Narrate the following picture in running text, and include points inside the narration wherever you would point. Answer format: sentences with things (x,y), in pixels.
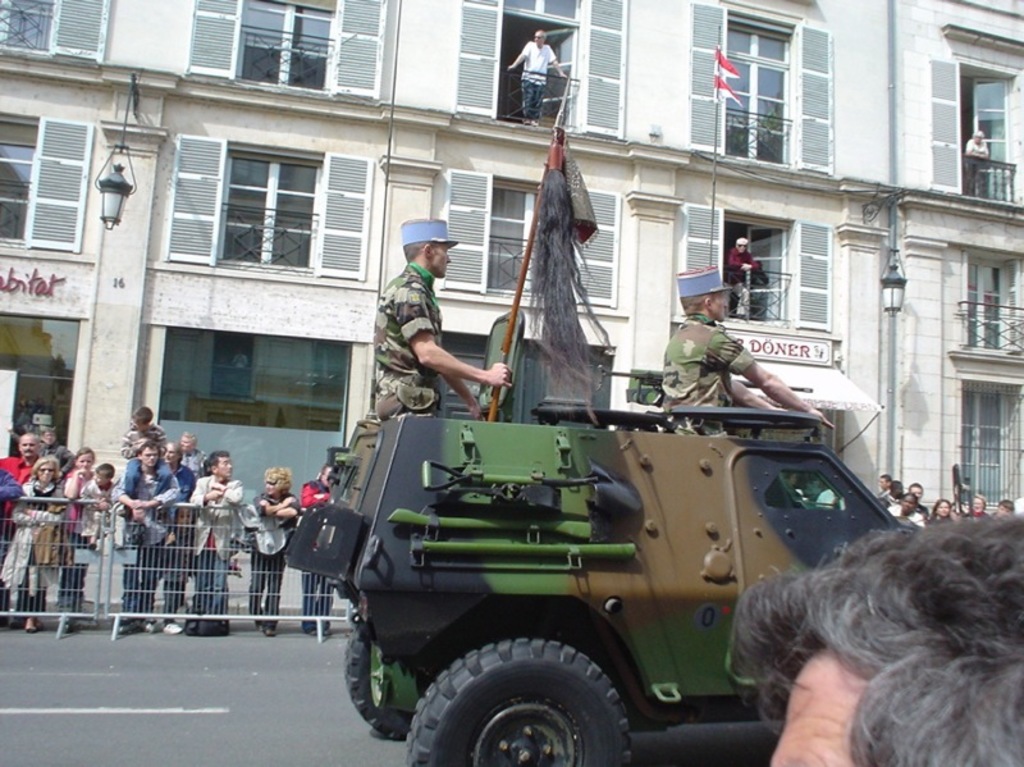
In this image in the center (490,456) there is a vehicle (472,471), and in the vehicle (499,435) there are two people (676,348) standing and riding and in the bottom right hand corner (914,627) there is one person's head (921,589) is visible. And in the background (88,466) there are buildings (287,193), railing (245,258) and some people (143,518) are standing and there is a railing (102,539) and some text (45,290) on the building (835,364) and there is a pole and flag (722,54). At the bottom (155,707) there is road (283,694).
